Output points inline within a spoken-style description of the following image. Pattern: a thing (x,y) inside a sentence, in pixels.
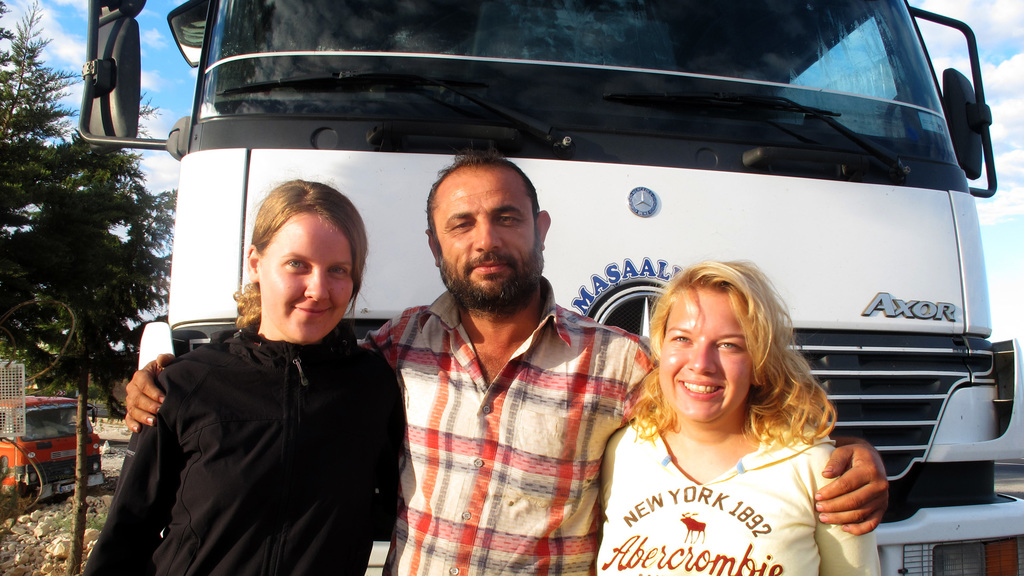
This image is taken outdoors. In the middle of the image (464,341) a man (503,412) and two women (391,397) are standing on the ground (44,559). In the background (398,125) there is a truck (389,156) parked on the ground (1023,491). At the top of the image (150,42) there is a sky (153,56) with clouds (923,20). On the left side of the image (95,167) there is a tree (85,366) and a vehicle (23,463) is parked on the ground (59,520).
